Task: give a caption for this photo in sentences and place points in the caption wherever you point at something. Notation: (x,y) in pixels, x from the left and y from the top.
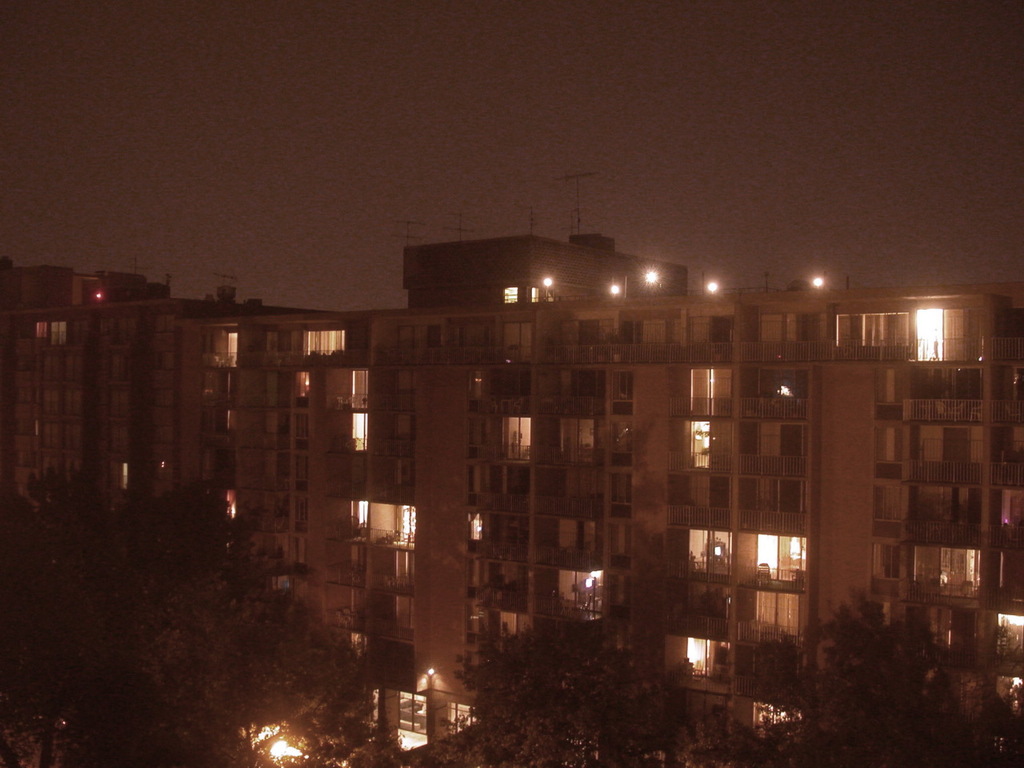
At the bottom (358,677) we can see trees (578,732). In the background (496,426) there are buildings (803,606), trees (297,640), poles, windows (720,646), light poles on the building (567,287) and sky (412,171).
